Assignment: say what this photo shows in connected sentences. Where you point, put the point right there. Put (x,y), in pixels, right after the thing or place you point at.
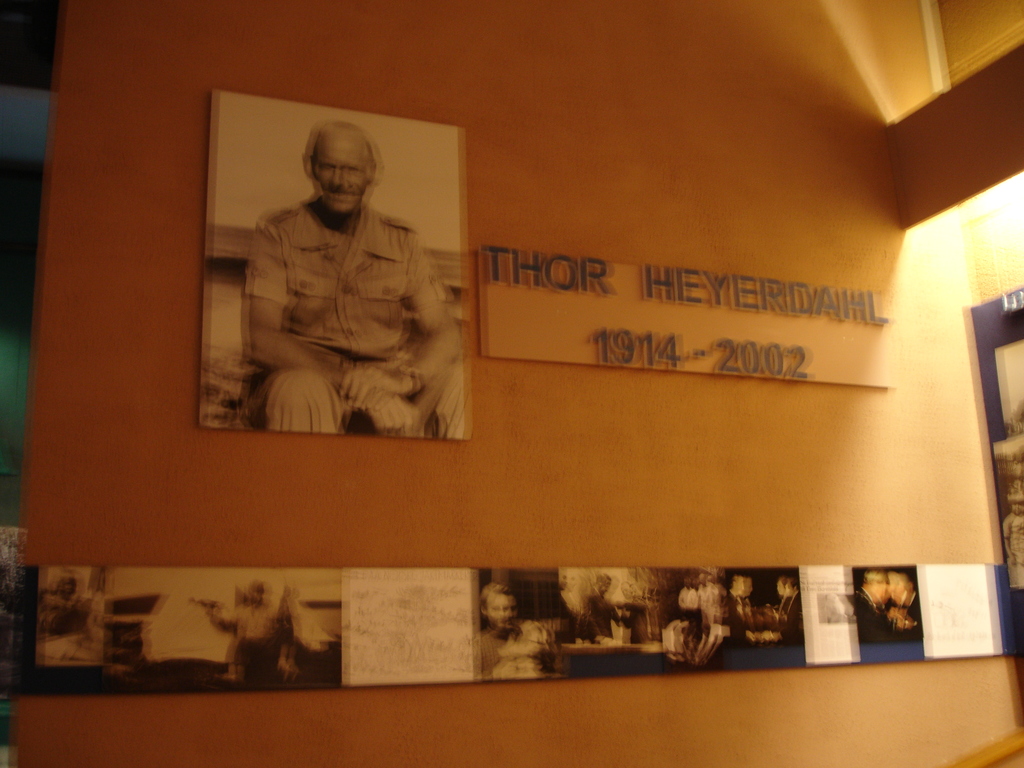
In the foreground of this image (316,677), on the wall (164,521), there are some posters (382,328) and a text board (709,340) and we can also see a light (976,209) on the right (999,240).
